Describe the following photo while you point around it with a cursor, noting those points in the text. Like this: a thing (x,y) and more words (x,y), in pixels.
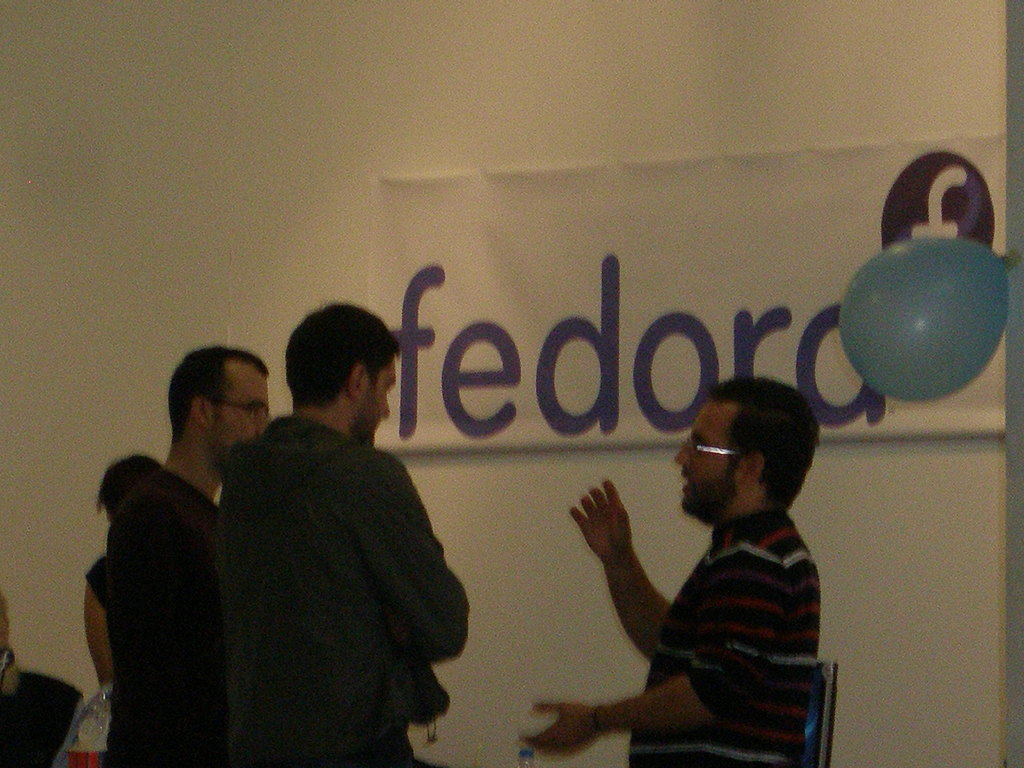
This picture describes about group of people (383,454), behind them we can see a poster (536,237) on the wall (276,209) and also we can see a balloon (907,298) on the right side of the image (907,297).
